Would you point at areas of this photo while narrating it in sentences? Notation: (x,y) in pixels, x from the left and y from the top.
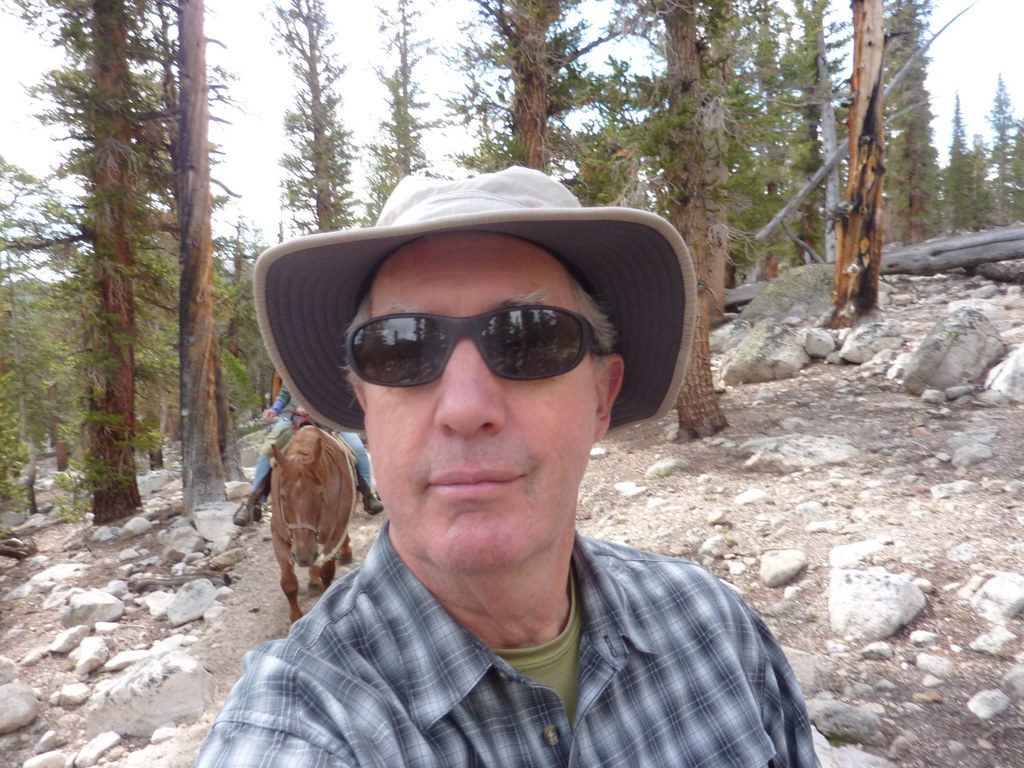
In this picture this person (440,415) wore glasses (576,320) and cap (459,200). There is a person (353,444) sitting on the horse (283,520). In this background (250,162) we can see some trees (779,168) and sky (376,77). There are few stones (929,353).
